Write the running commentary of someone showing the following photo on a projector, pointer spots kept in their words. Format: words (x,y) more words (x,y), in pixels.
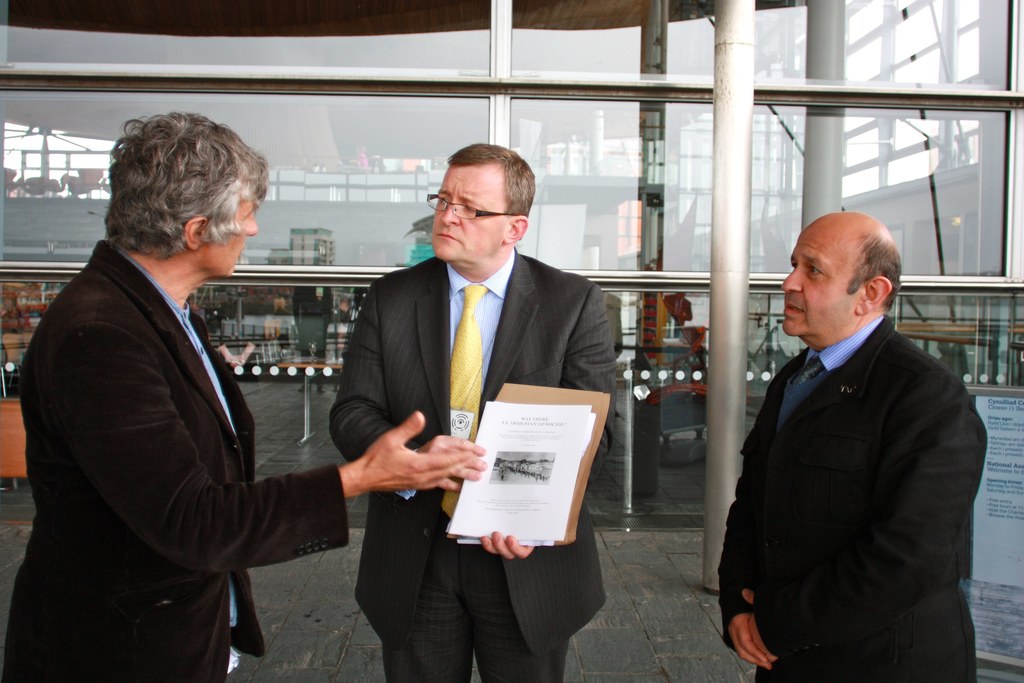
We can see three men (223,496) are standing and the middle person (455,413) is holding papers (460,522) and a file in his hands (513,546). In the background (408,149) there are glass doors (429,116), pole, hoarding board (1021,568) on the floor (724,677) and through the glass doors (259,294) we can see the objects (253,304).
